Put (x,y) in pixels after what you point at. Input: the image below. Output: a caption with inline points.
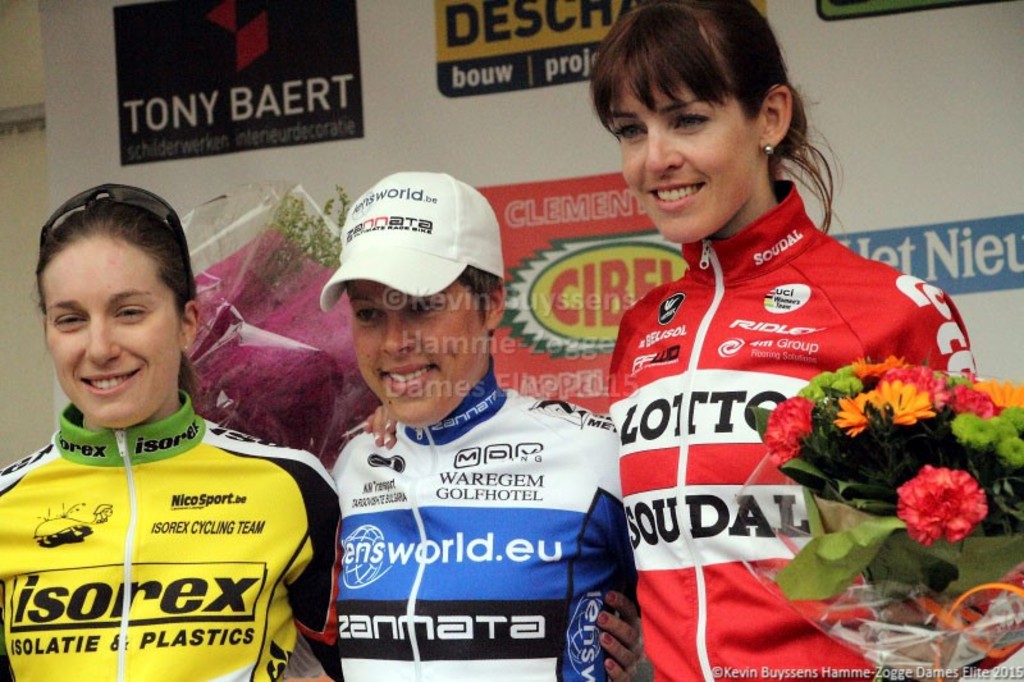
In the picture I can see three women (547,532) standing where one among them is holding a bouquet (957,557) in their hand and there is a banner (446,72) and a bouquet (301,218) behind them.
